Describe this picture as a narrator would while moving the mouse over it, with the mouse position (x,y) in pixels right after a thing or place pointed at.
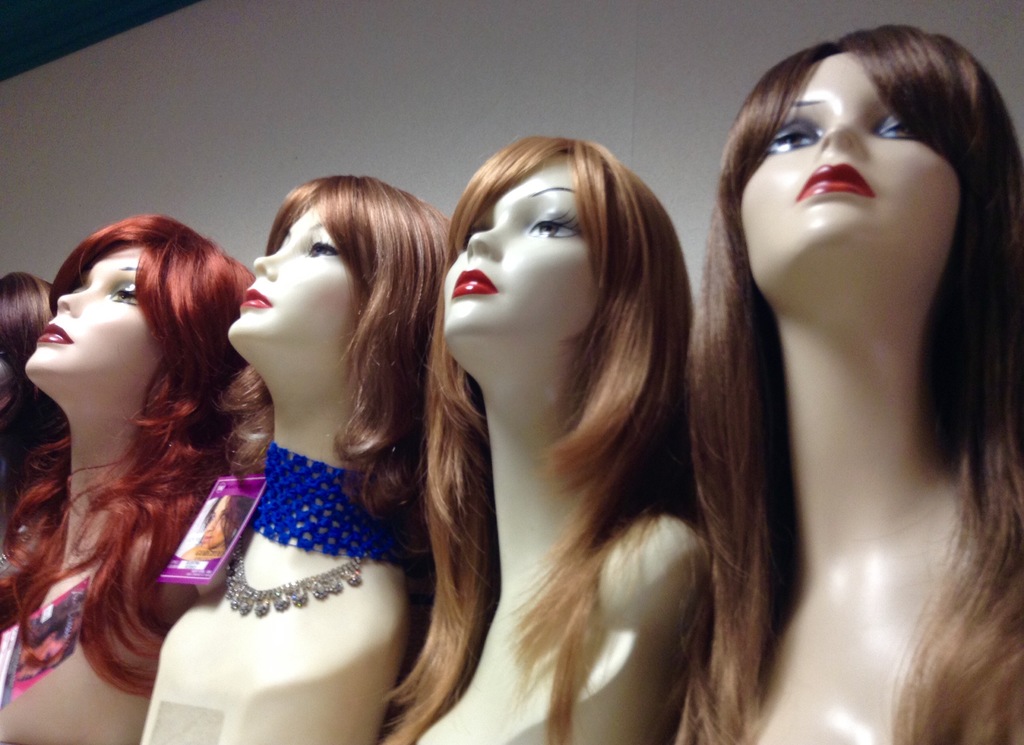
In this picture we can see a few mannequins (342,286). There is an ornament (265,590), blue woolen cloth (306,543) and a few objects (5,671) visible on these mannequins (290,443). Background is white in color.
